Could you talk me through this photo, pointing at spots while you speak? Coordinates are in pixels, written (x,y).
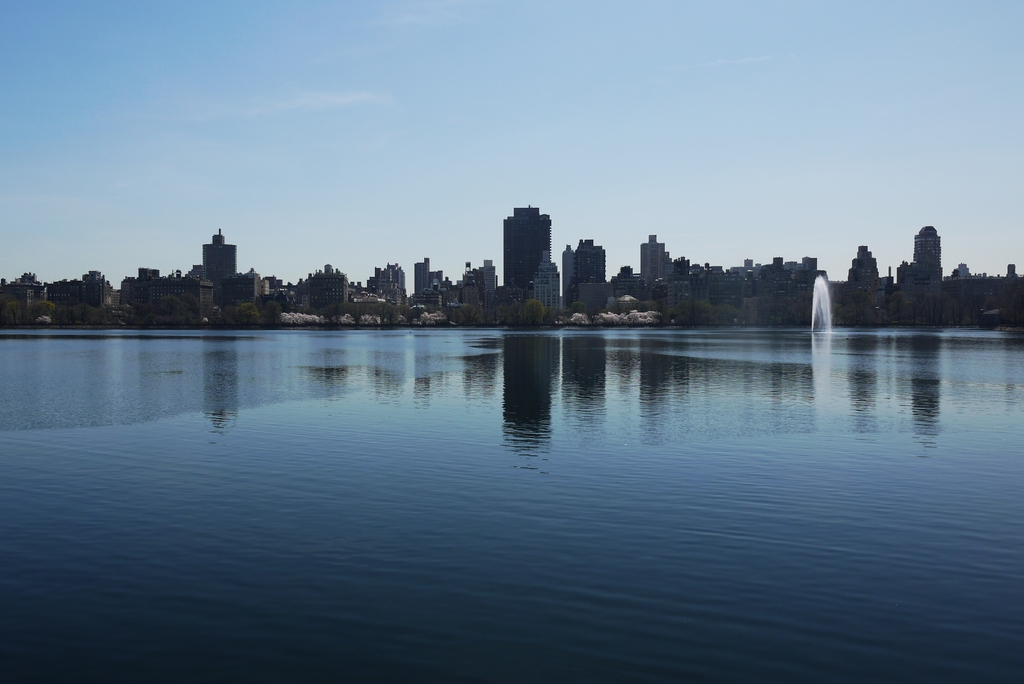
In this picture there is water (563,542) and there are buildings (304,304) and trees (421,312) in the background (481,279).
